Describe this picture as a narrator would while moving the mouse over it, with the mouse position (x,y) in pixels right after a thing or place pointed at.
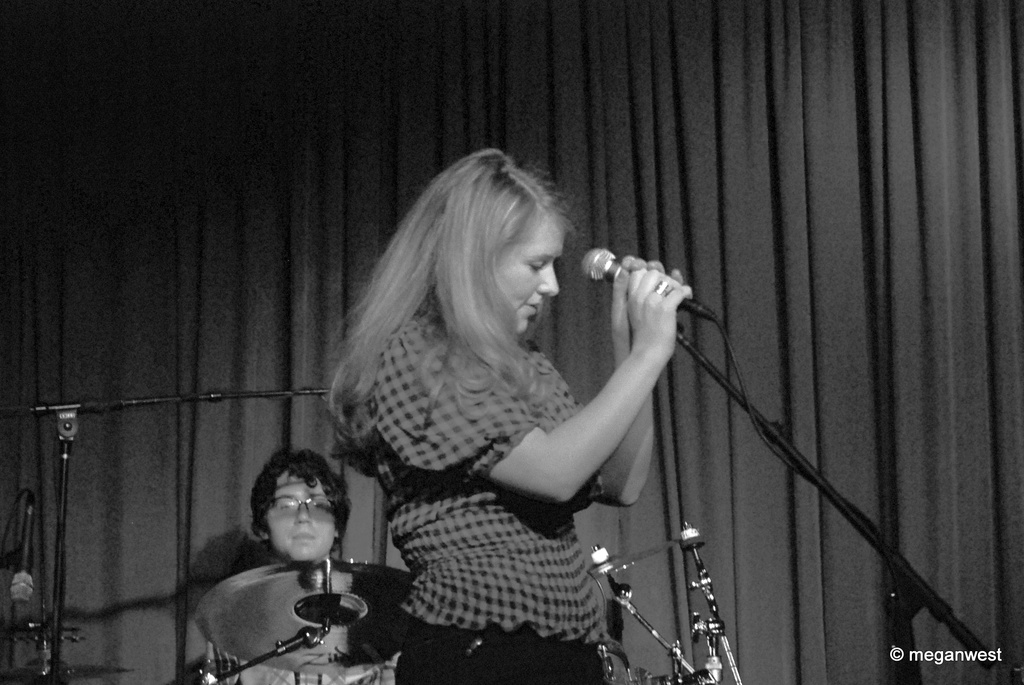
This is a black and white picture. In this picture we can see a woman (530,353) standing in front of a mike (716,319) and holding mike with her hands (657,331). On the background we can see a man (260,672) in front of drums (316,632). This is a cymbal (280,632).
